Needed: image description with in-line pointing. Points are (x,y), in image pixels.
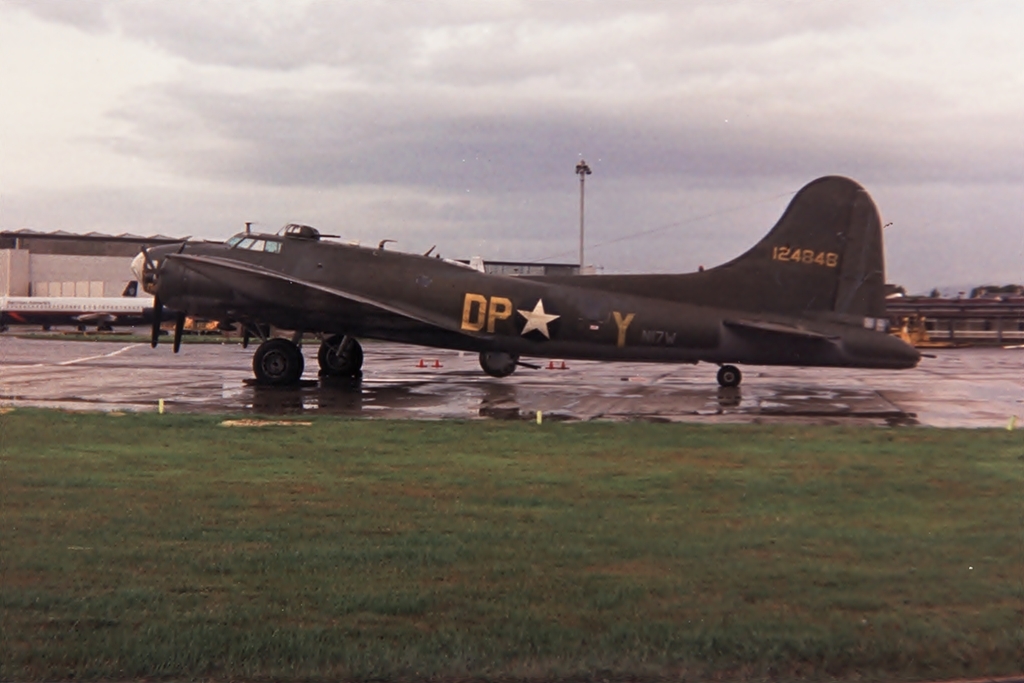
In this image there are airplanes (638,341) on the road (567,379). Bottom of the image (517,527) there is grassland (456,565). Background (929,301) there are buildings (896,305). Top of the image (532,104) there is sky (487,81). Middle of the image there is a pole (581,240).
